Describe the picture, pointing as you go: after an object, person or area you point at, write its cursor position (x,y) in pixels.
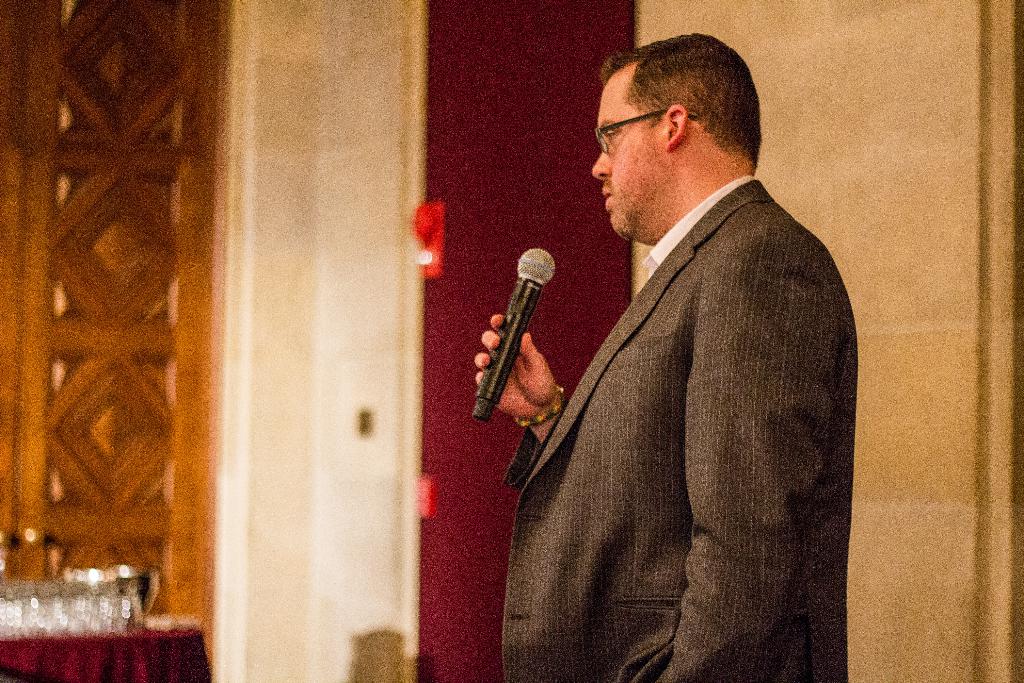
In this picture we can see a man (693,162) wearing a spectacles (597,131) and he is holding a mike (500,394) in his hand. Here we can see glasses (71,607) on the table (196,672). This is a wall (344,291).
